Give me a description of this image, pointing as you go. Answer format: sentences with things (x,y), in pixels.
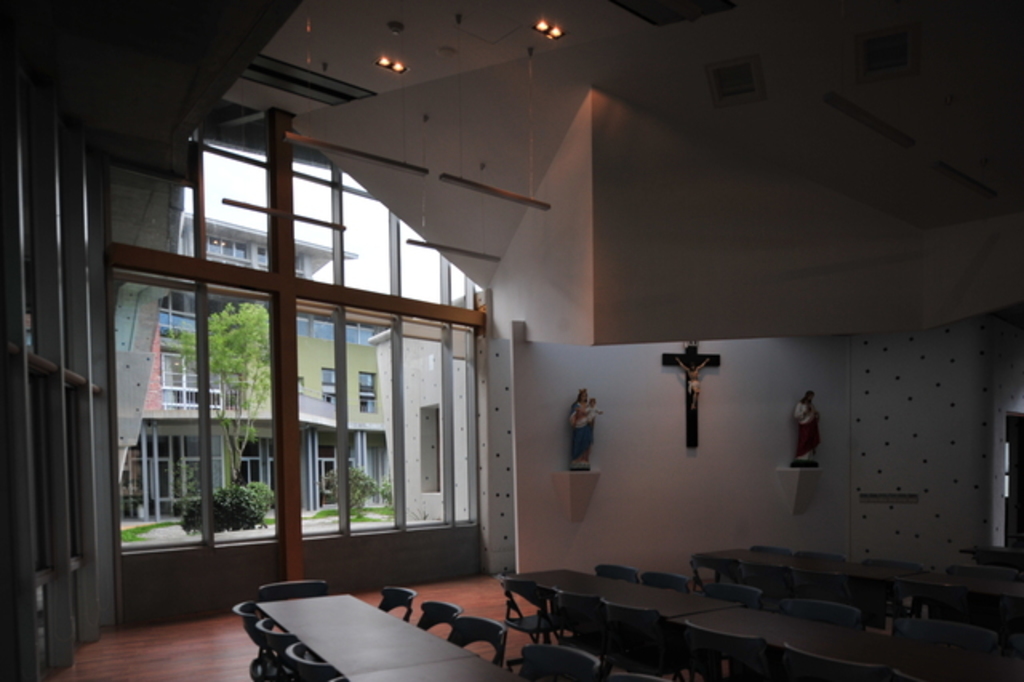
In this picture we can see tables (845,654) and chairs (801,674) on the floor (210,643), statues (697,394) on the wall (667,497), windows (344,436), buildings (428,395), trees (368,488), lights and in the background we can see the sky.
